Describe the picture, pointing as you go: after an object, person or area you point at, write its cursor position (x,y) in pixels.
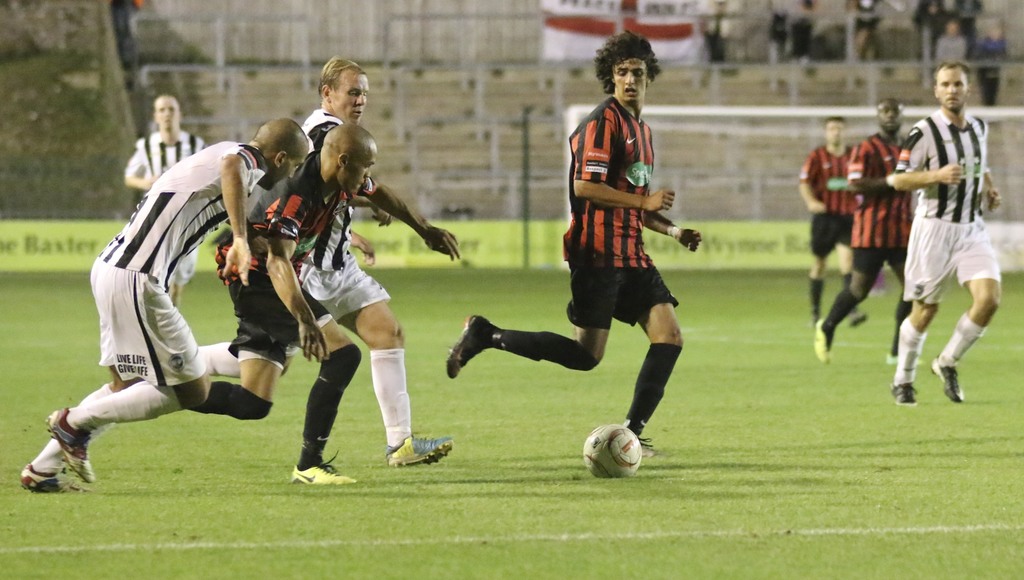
In this picture I can see a group of people (682,342) are playing the football (591,446), in the background (664,254) there are advertisement boards (482,243), in the top right hand side (720,24) few persons (937,39) are standing.
